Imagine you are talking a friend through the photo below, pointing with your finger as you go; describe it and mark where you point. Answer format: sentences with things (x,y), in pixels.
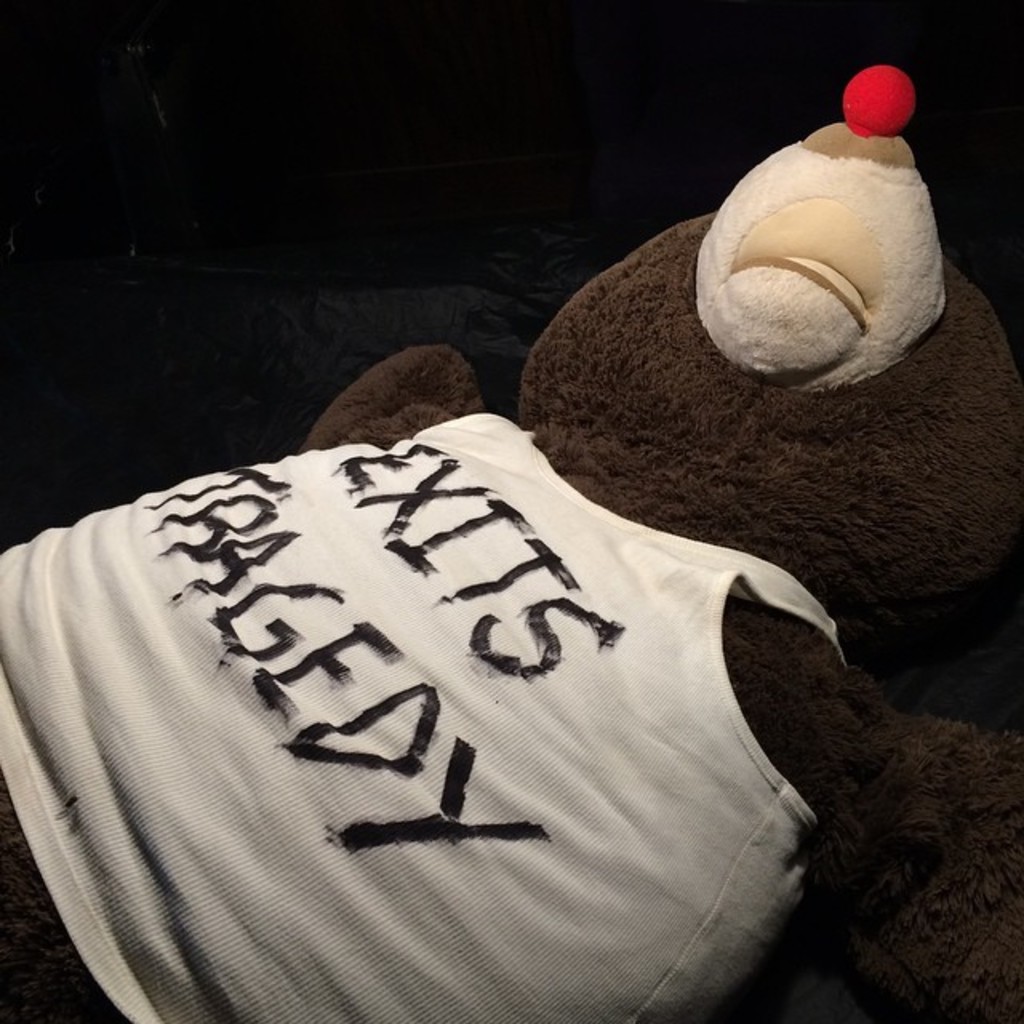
In this image, there is a teddy bear (861,539) in the lying position, on the teddy bear (603,424) there is EXITS written.
